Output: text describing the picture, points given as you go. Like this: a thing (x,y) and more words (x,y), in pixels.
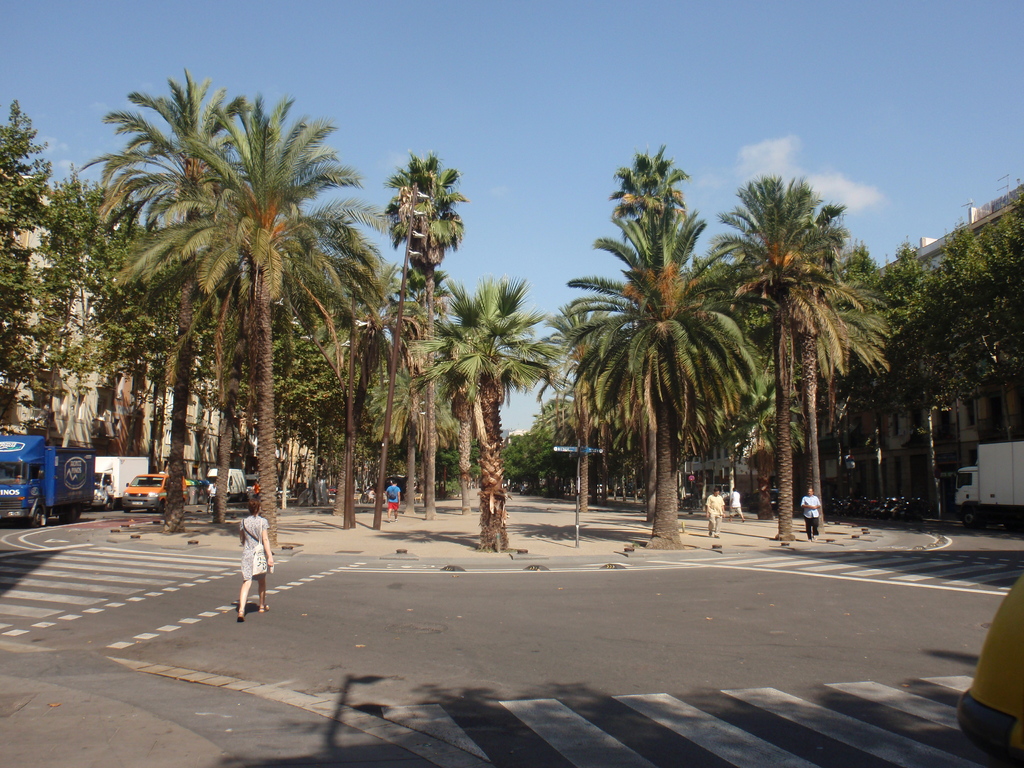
This image is clicked on the road (620,706). There are markings (534,717) on the road (144,578). There is a woman (260,578) crossing the road (309,563). Beside the road (589,597) there is the ground (384,517). There are trees (327,423) on the ground (702,510). There are a few people (718,508) walking on the ground (399,516). To the left (121,498) there are vehicles (93,492) moving on the road (257,593). On the either sides of the image there are buildings (60,427). At the top (573,102) there is the sky (495,89).
